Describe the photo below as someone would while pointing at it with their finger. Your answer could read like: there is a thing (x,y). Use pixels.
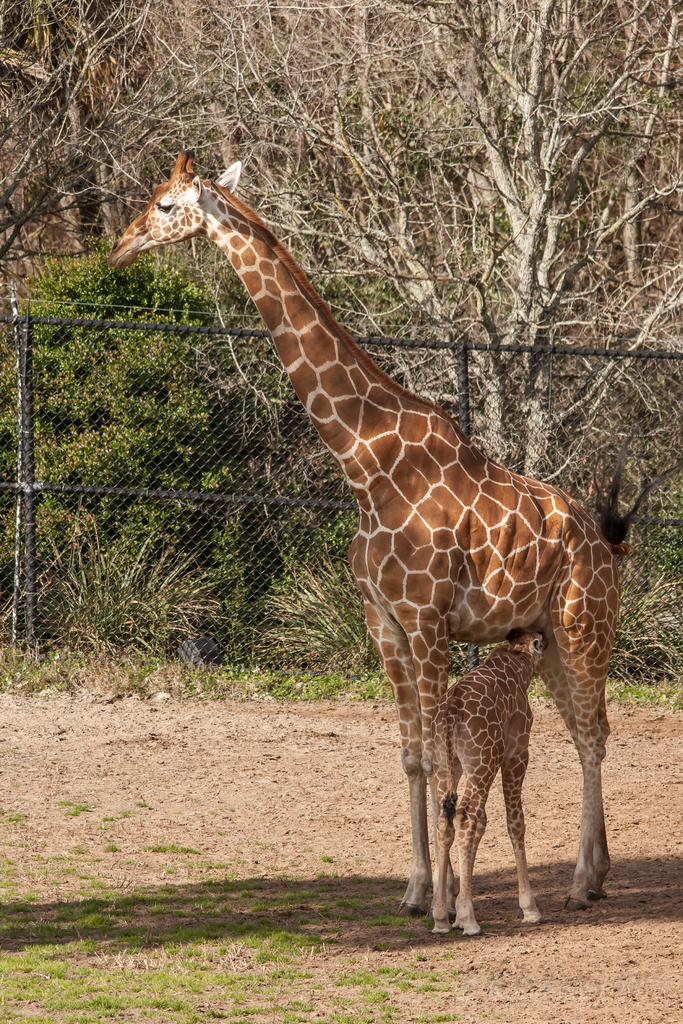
In this image we can see a giraffe (444,821) on the ground (366,824). We can also see some grass (295,639), a metal fence (262,365) and a group of trees (183,398).
